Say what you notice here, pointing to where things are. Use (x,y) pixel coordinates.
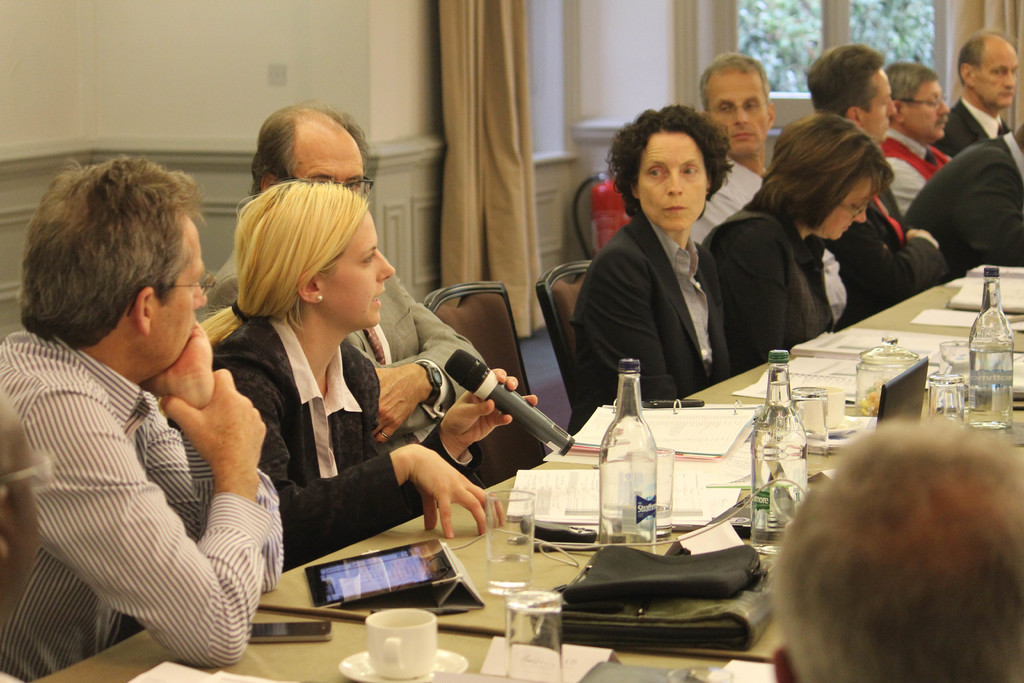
This picture describes about group of people (660,214), they are all seated on the chairs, in front of them we can find few bottles (768,516), papers (676,456), files (665,413), mobiles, cup (426,615), glasses (661,454) and other things (612,574) on the table (902,318), behind them we can find curtains (502,137) and trees (792,18).
